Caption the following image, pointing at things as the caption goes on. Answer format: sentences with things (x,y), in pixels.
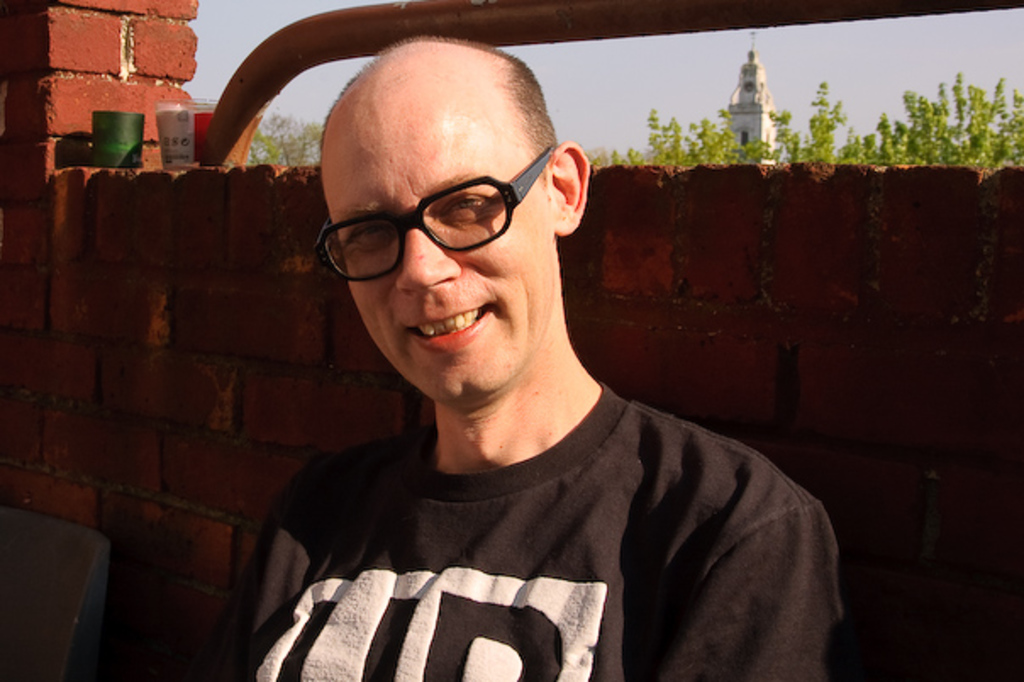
In the image we can see there is a person (476,456) standing near the wall (777,300) and the wall (711,290) is made up red bricks (231,296). Behind there are trees (709,136) and there is a building (742,109).
